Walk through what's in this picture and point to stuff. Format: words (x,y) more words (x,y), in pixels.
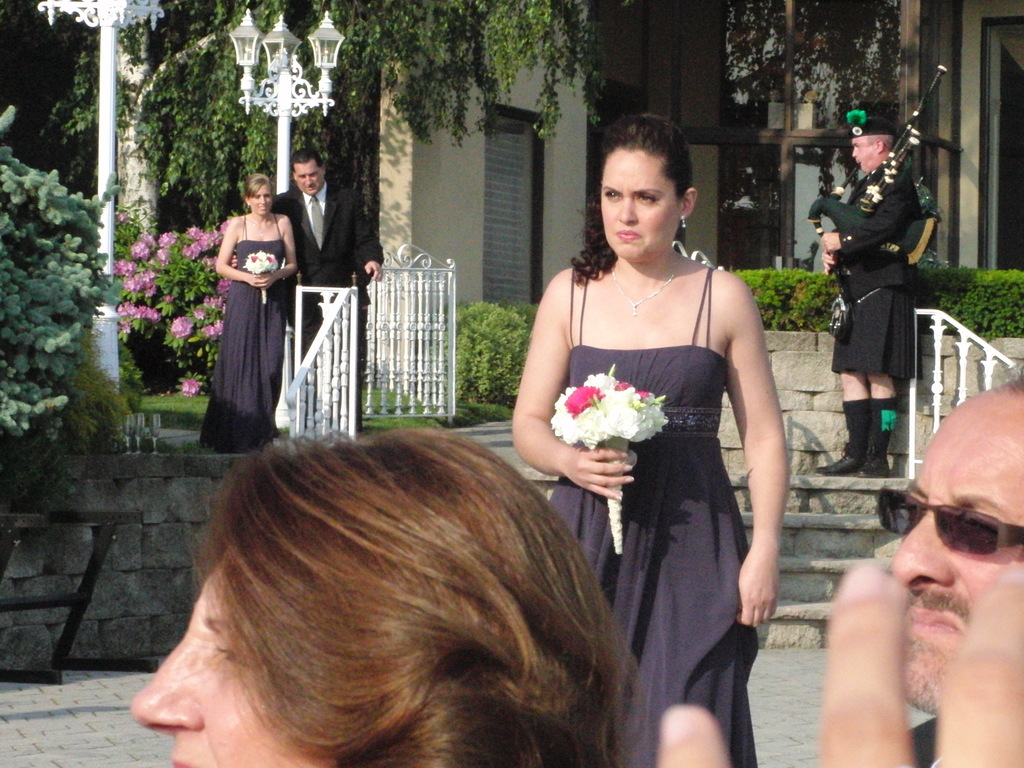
In this image we can see a few people (676,645), two ladies (671,661) are holding flower bouquets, a man (846,266) is playing a bagpipe (920,249), there are plants (191,308), trees (281,11), flowers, there is a staircase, handrails (355,291), also we can see a house (589,166).
